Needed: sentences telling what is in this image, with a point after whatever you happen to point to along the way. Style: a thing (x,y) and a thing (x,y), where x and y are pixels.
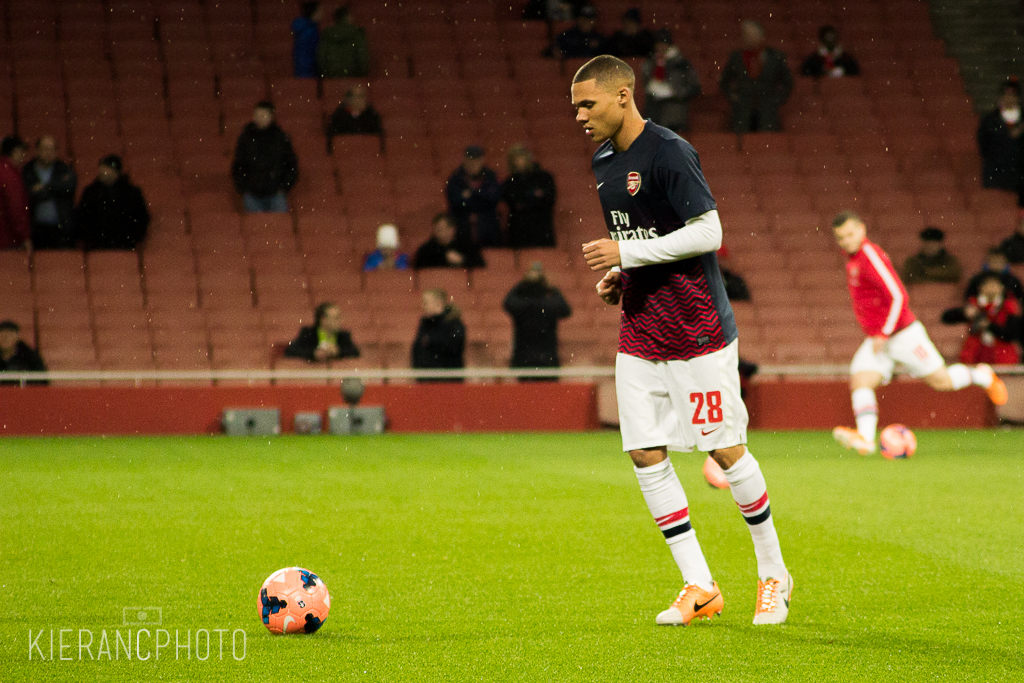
In this picture we can see two persons (738,511) playing with ball (305,587) in the ground (151,538). This is grass (42,506). And we can see some people (462,246) sitting on the chairs (260,253).
